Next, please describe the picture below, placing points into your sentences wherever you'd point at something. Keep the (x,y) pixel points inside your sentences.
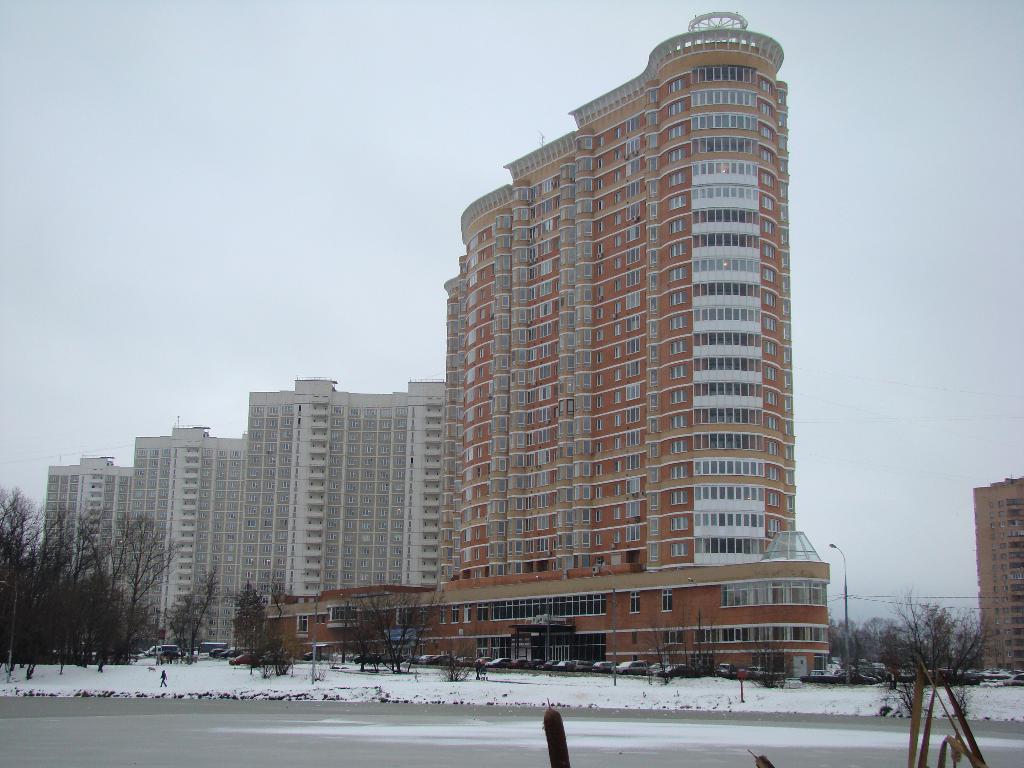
There is a road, snow (61,675), trees (29,588), a person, poles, wires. There are vehicles (839,679) and buildings (397,527).
